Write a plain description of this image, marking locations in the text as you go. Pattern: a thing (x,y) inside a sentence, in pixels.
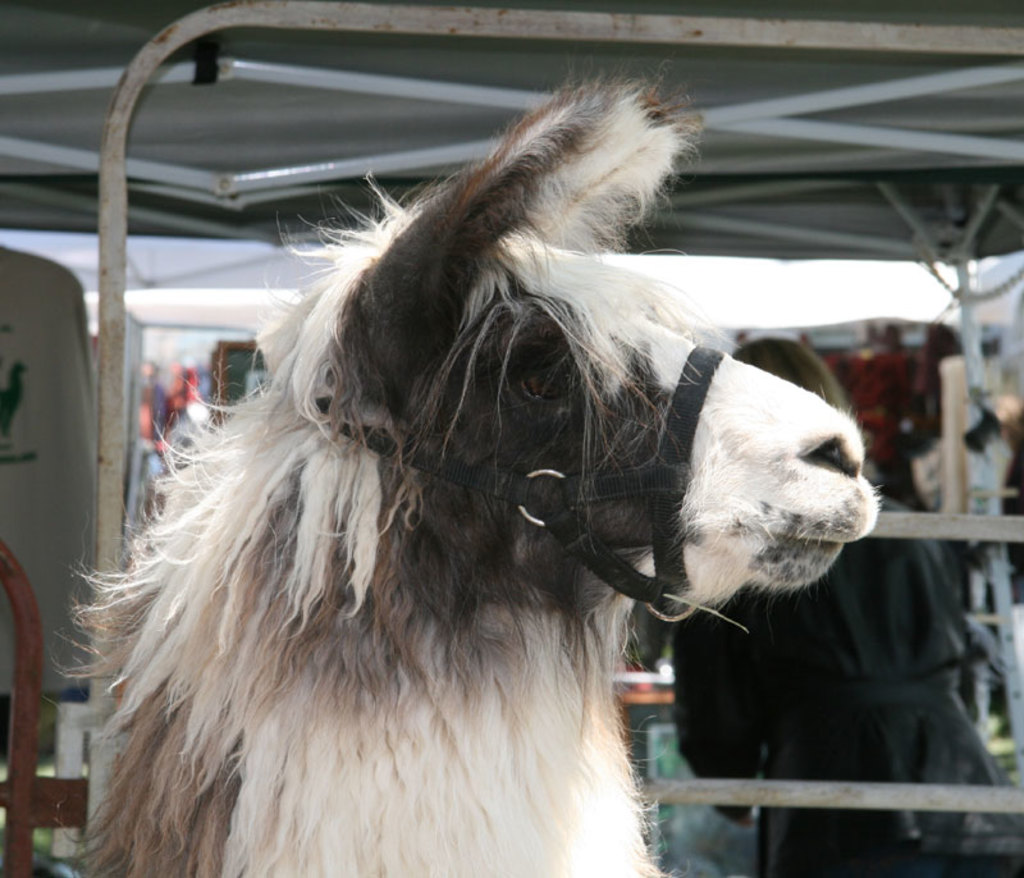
In this image there is a llama (446,379), in the background (291,62) there is a tent (986,186), in that tent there is a person (858,700).
